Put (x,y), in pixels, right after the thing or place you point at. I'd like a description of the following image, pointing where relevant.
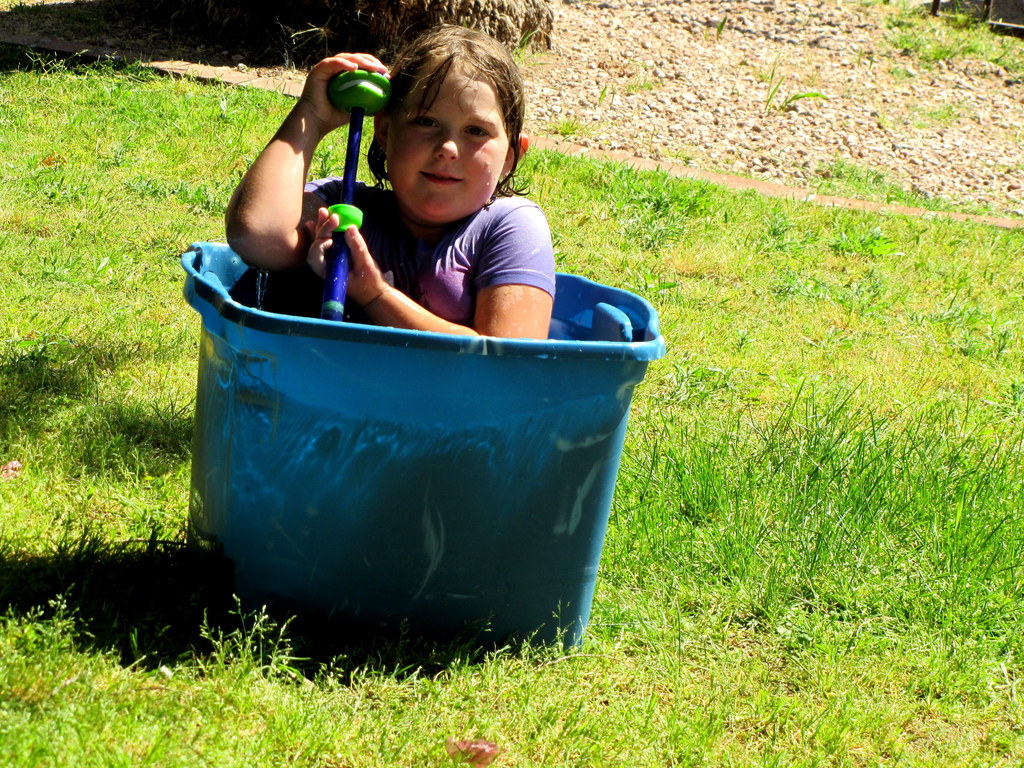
In the center of the image (587,411) there is a girl (497,328) sitting in a tub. At the bottom of the image (718,667) there is grass (860,454).
